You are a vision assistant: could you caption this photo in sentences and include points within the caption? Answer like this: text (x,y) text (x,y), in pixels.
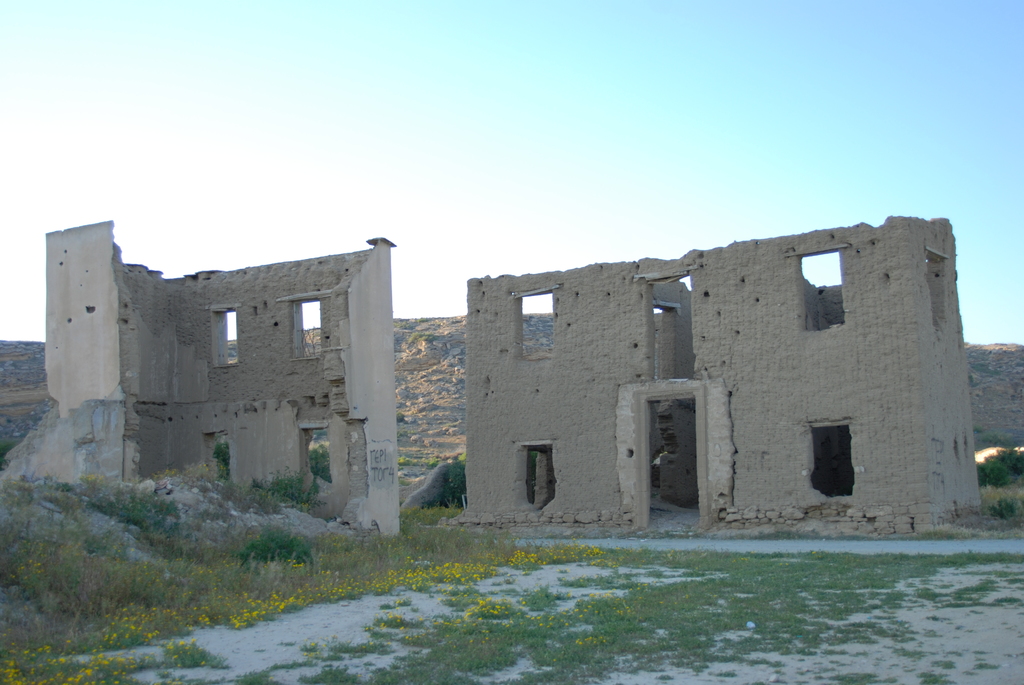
In this image we can see two buildings (627,364). On the ground (209,551) there are plants (353,576) with flowers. In the back (424,415) there is a hill (454,339) and sky (297,140).
